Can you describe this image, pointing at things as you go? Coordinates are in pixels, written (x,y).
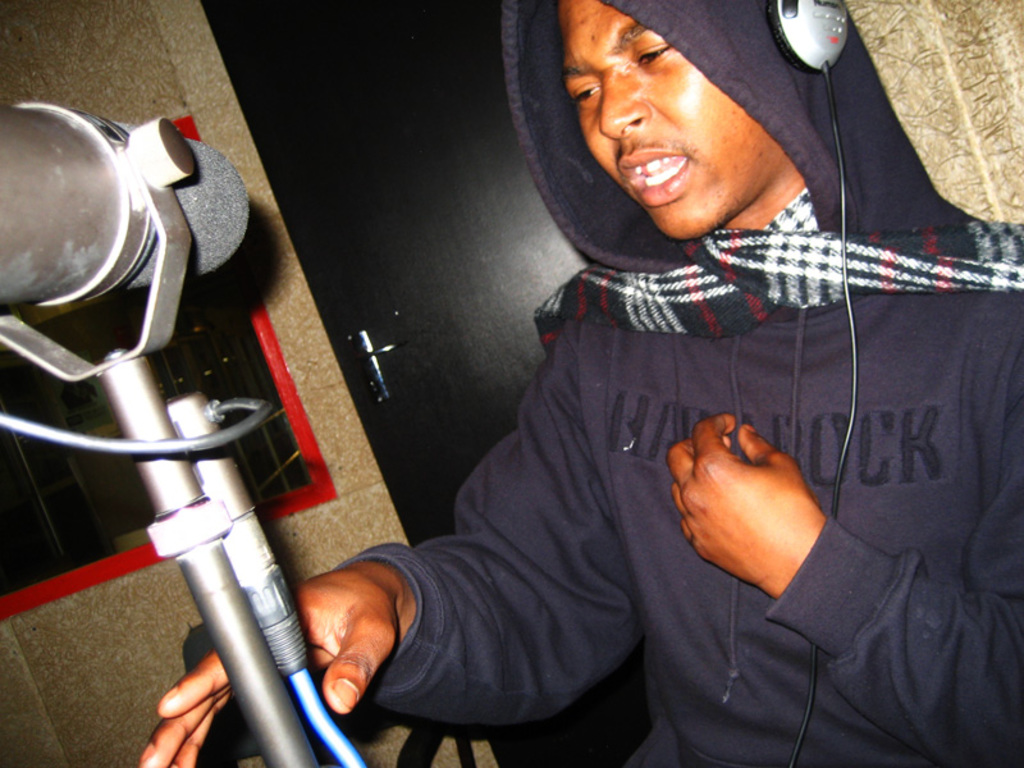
On the right side of this image (762,499) I can see a man (685,553) wearing a blue color jacket (646,503), holding a metal object (90,265) in the hand (224,686) and it seems like he is speaking. At the back of this man (852,85) I can see a wall (976,118) along with the door (417,318) and window (55,508).
